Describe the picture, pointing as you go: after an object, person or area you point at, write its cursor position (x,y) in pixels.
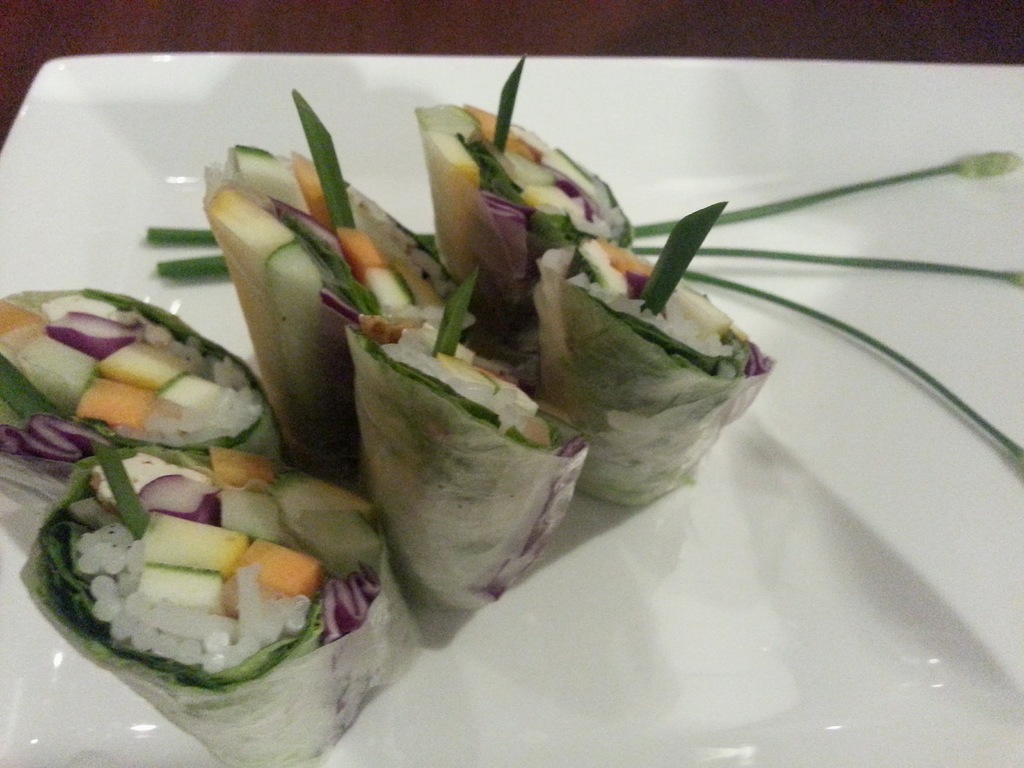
In this picture we can see food (79,532) and at the bottom (733,601) we can see a white plate (44,681).
